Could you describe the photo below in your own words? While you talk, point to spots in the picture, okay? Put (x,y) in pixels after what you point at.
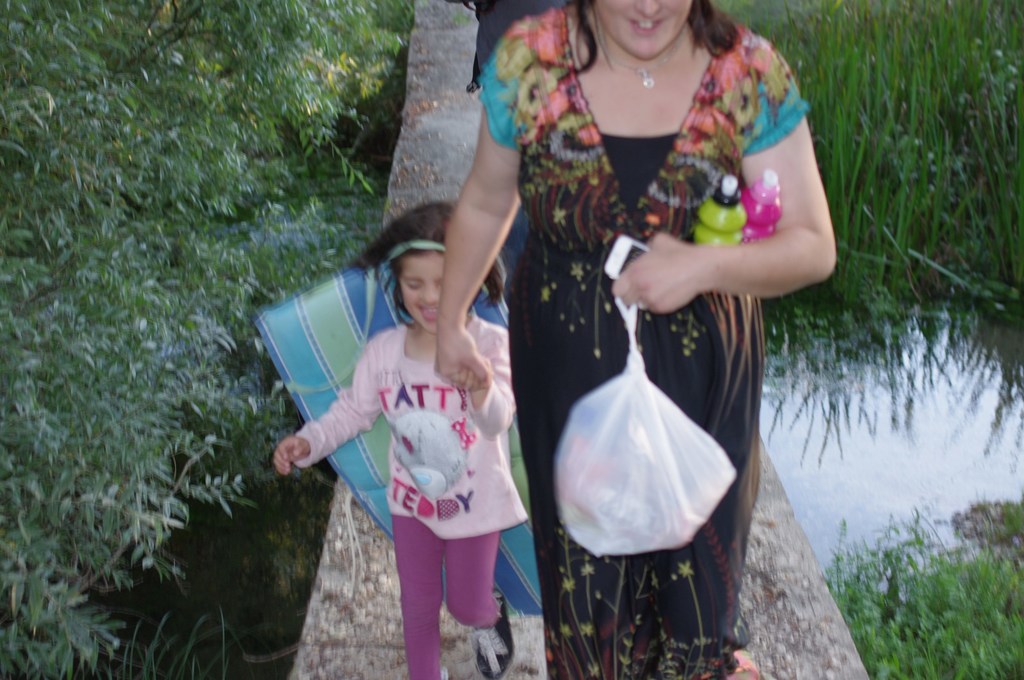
In this image I can see a girl (464,616) and a woman (582,314). I can see she is holding a phone (613,261) and a white colour plastic cover (595,449). I can also see few bottles (774,201) over here. In the background (118,179) I can see bushes (321,118) and water (855,509).
